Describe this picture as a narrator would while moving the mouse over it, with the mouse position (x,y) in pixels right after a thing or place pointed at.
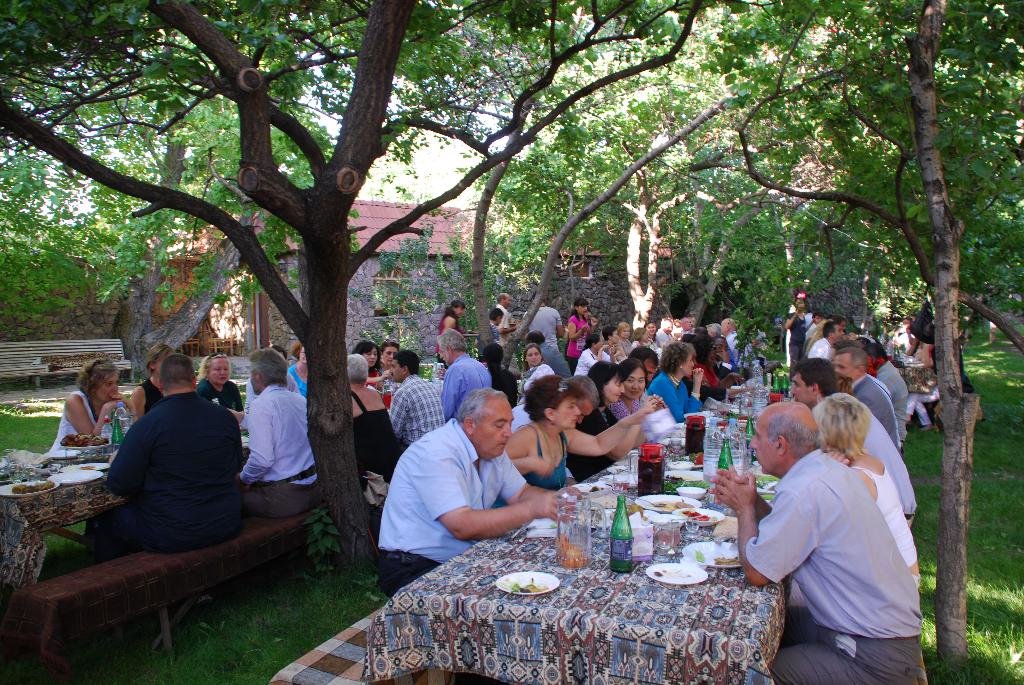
In the right (835,677) group of people (435,531) are sitting on the benches (358,644) and having food (671,484) and drinks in the left (203,511) few men (183,482) and women (353,402) are having food (24,488) and drink (386,386) there are trees (789,184) at here and house wall (356,272) at here.
